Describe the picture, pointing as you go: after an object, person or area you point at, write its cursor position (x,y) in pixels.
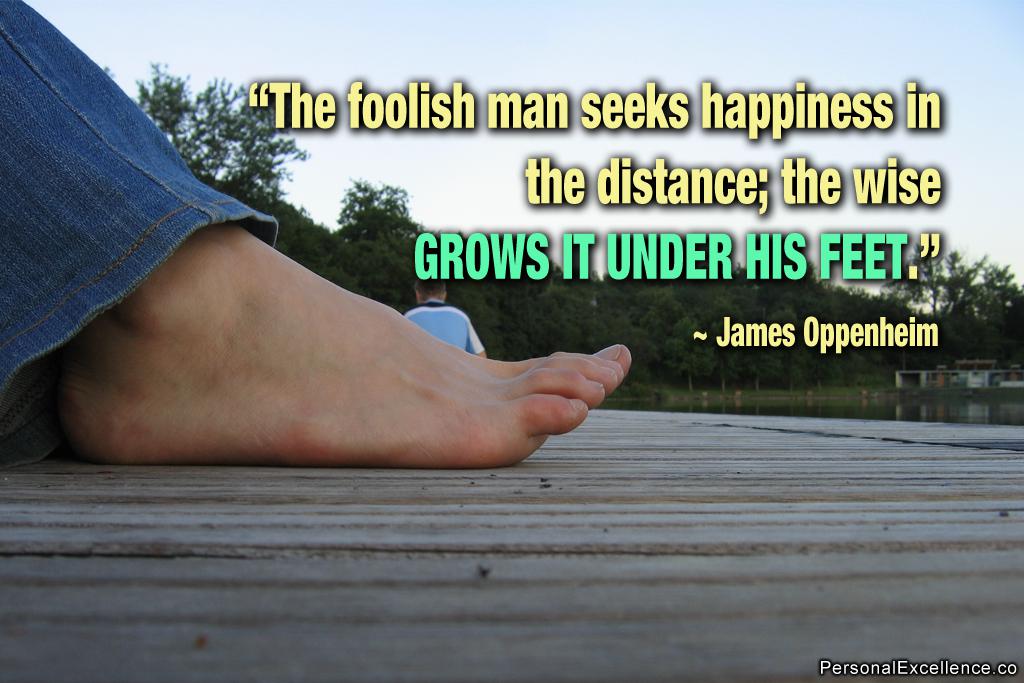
In the image, there is a leg (289,386) of a person (494,458) on the floor (600,526) and above the leg (508,394) there is some quote (451,259) written, the picture is an edited picture.
